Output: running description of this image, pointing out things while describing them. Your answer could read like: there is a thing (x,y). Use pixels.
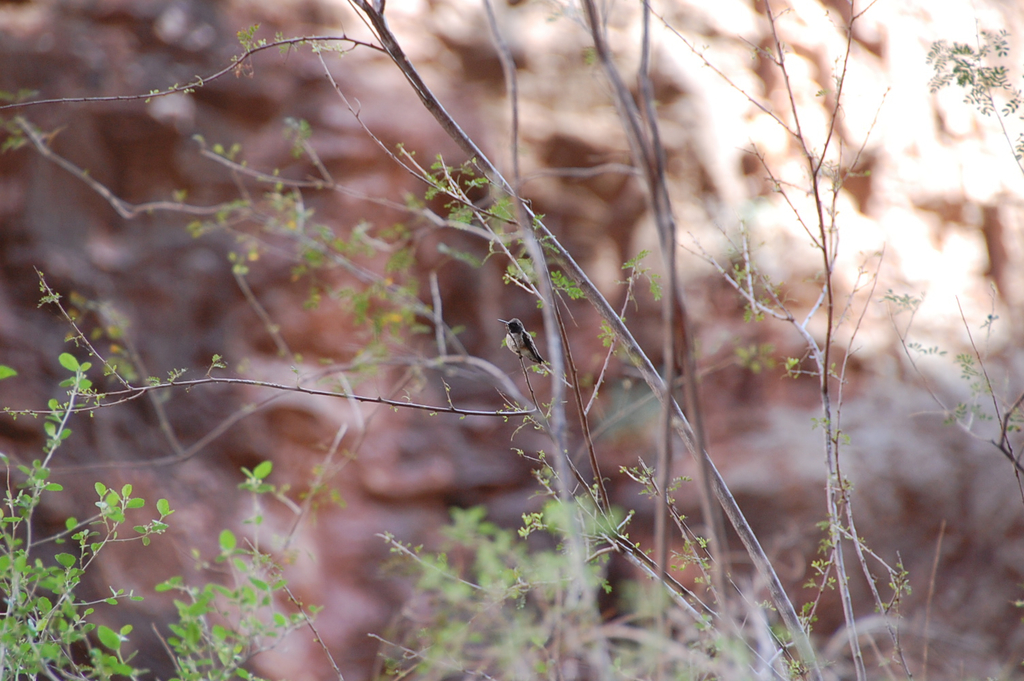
In the picture I can see a bird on the plant (551,371) and here I can see a few more plants (312,498). The background of the image (929,449) is blurred.
